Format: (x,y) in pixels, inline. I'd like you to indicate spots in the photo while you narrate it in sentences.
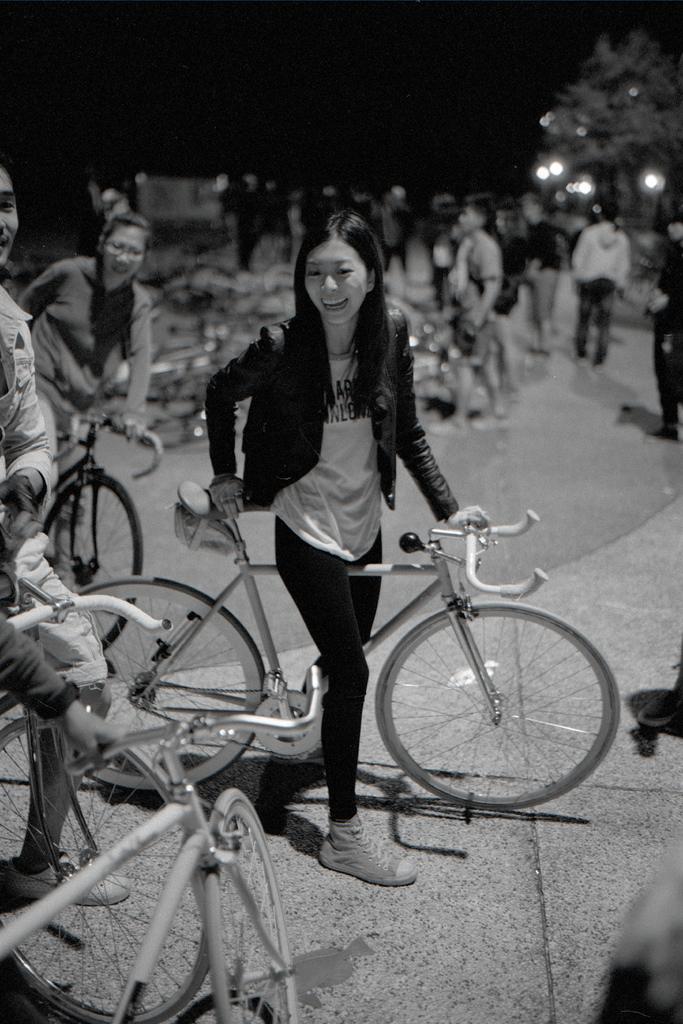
In this picture there are some people (335,722) standing and three other people (372,504) standing on bicycles (308,716).
